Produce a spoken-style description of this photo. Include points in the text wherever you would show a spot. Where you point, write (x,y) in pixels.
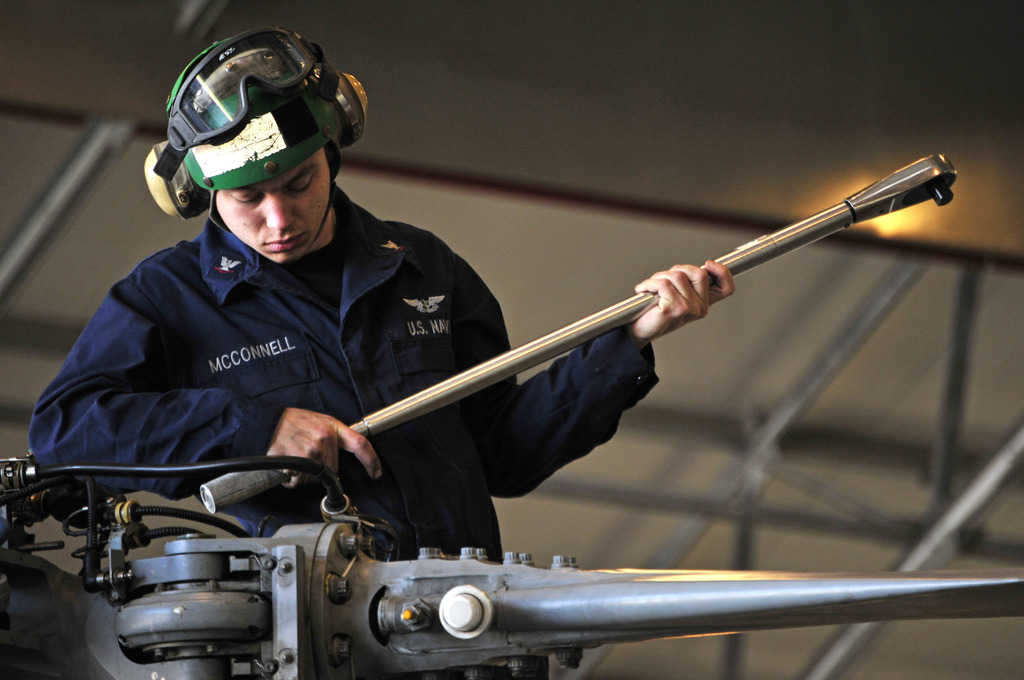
In this image there is a person (496,396) wearing a helmet (188,152) and he is holding some object (640,315) in his hand (689,288), in front of him there is a machine (181,574).
